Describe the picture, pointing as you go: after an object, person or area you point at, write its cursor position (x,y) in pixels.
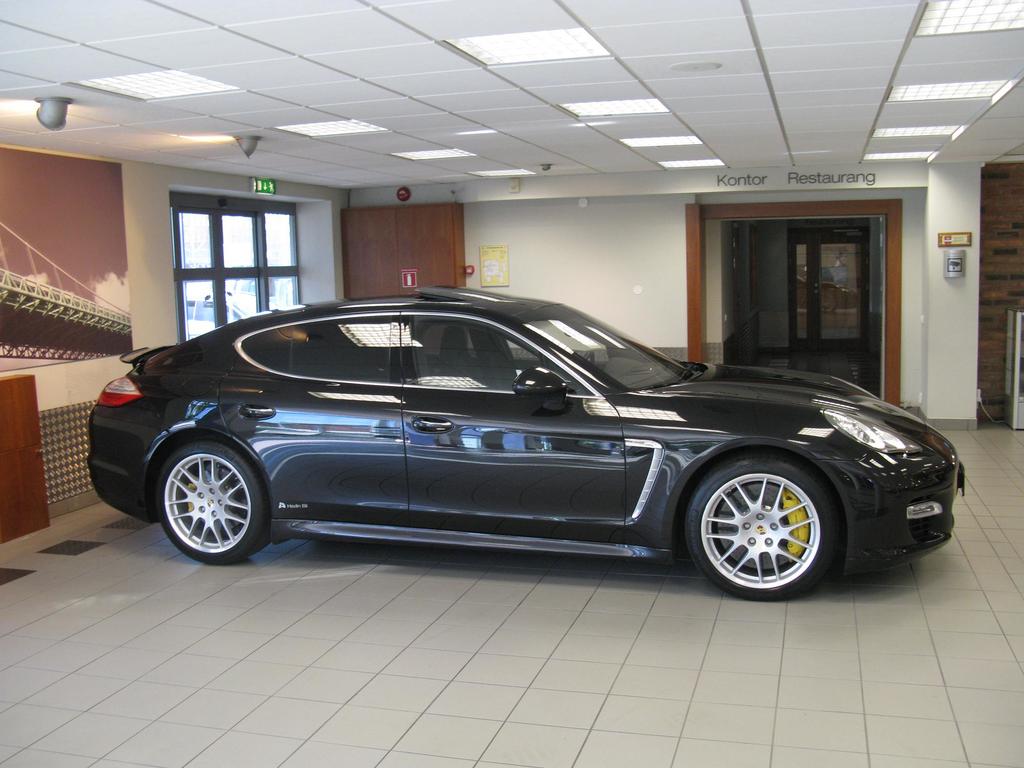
In this image in the center (513,463) there is one car (541,515), and in the background (329,253) there are doors (407,230), windows (239,265) and wall (332,265) and on the wall (44,392) there are some boards (98,221). At the bottom (694,622) there is floor (819,622), and at the top of the image (337,62) there is ceiling (600,143) and some lights (1016,6).
